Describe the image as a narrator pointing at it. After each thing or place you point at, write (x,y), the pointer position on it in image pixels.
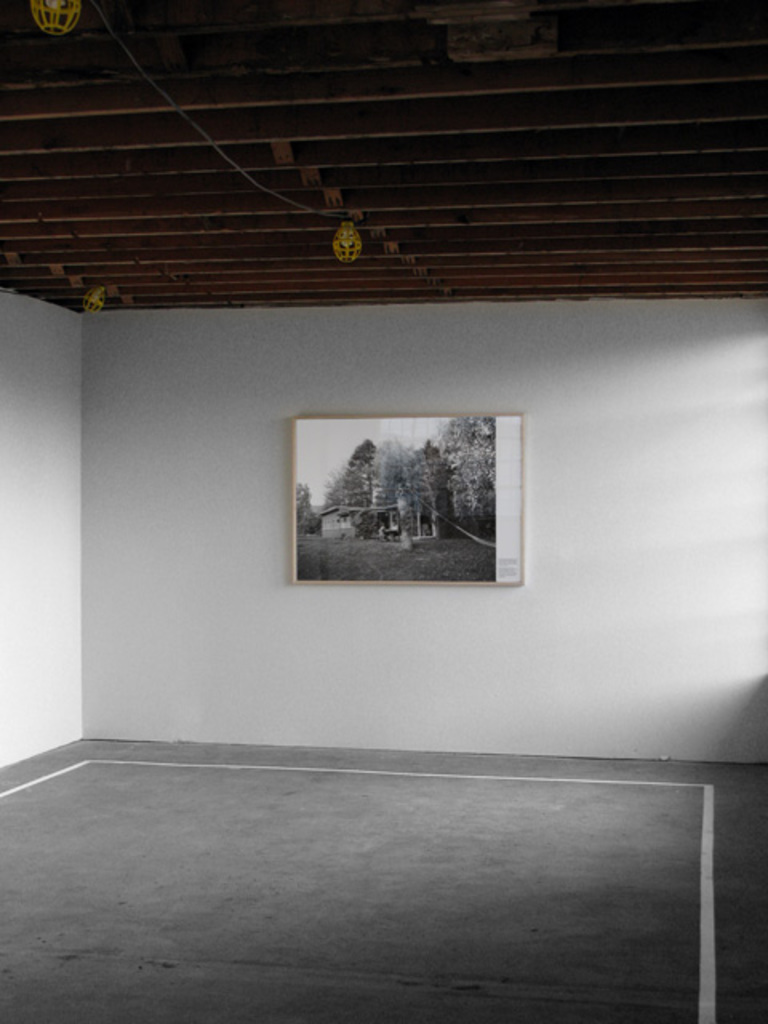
In this picture we can see the floor (198,852), roof (180,83), photo frame (440,478) on the wall (634,390) and some objects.
